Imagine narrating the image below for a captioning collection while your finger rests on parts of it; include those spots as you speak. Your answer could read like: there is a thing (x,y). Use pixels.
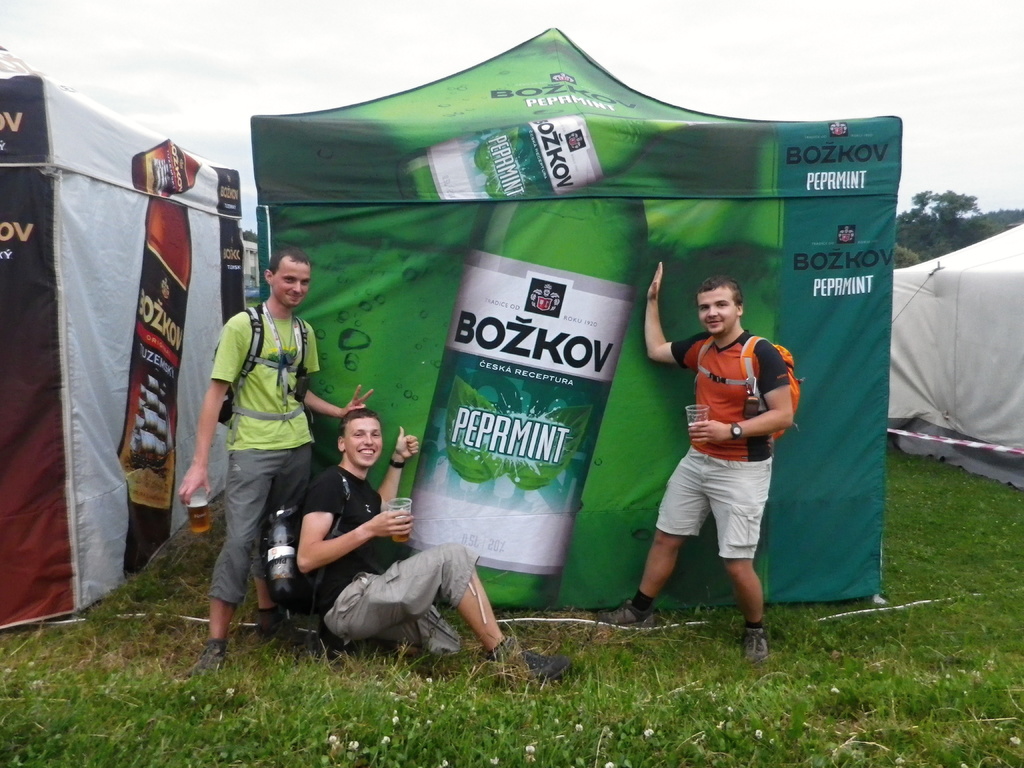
In this image we can see three persons (221,390) and they are holding glasses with their hands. Here we can see grass (750,706), tents (668,424), and trees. In the background (932,102) there is sky (932,102).
